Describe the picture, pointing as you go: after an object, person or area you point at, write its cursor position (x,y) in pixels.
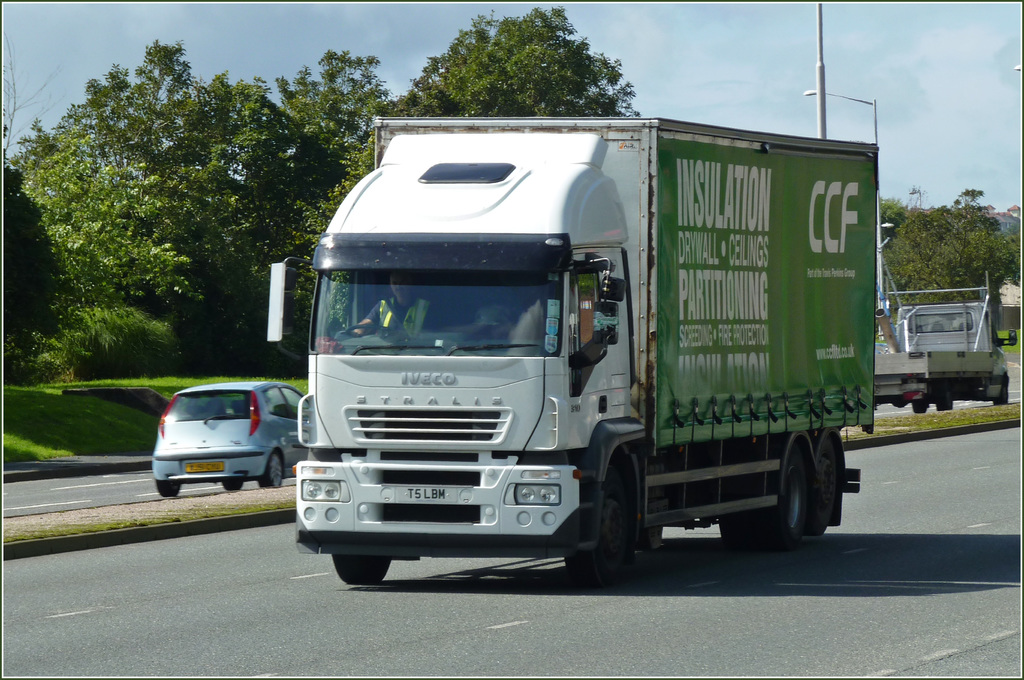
In this picture we can see vehicles (668,520) on the road (863,467), here we can see a person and in the background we can see trees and the sky (284,5).
